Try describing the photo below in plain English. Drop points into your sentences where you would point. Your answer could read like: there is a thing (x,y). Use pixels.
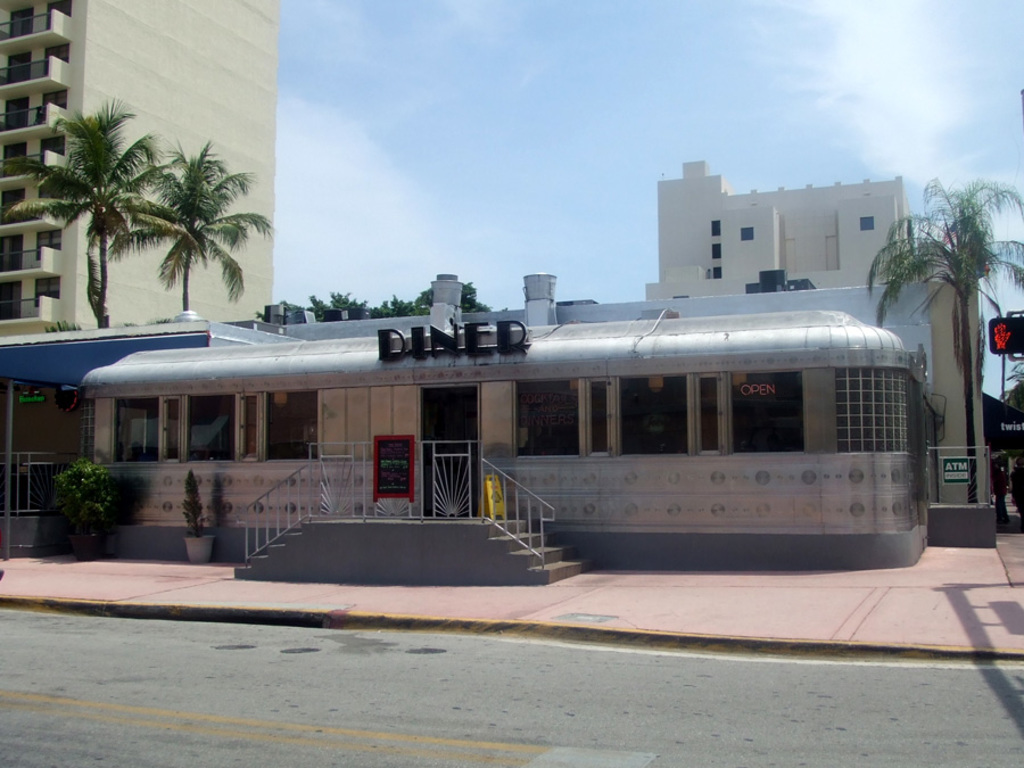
In the image we can see the buildings (439,360). Here we can see stairs (534,535), fence (353,457) and text (389,340). We can even see trees (172,213), plants (99,516), road (489,654) and the pale blue sky (408,191).
